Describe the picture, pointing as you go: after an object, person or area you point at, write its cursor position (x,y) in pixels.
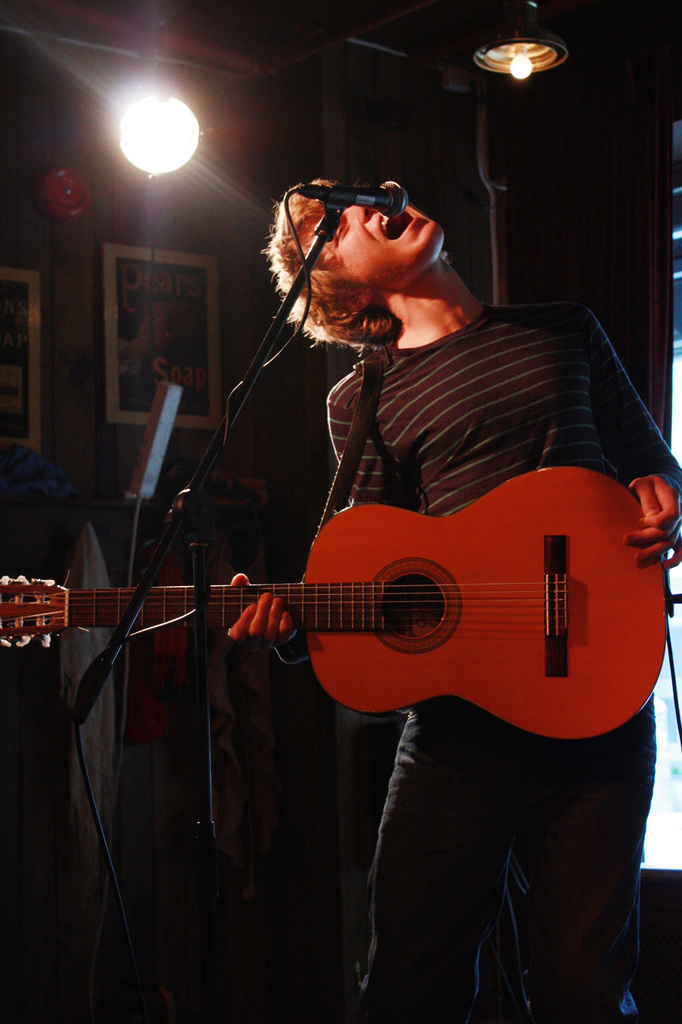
A person (508,388) is singing on mic (345,206) and playing guitar (422,534). In the background (224,284) there is a light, frames (164,308) on the wall (110,485).
